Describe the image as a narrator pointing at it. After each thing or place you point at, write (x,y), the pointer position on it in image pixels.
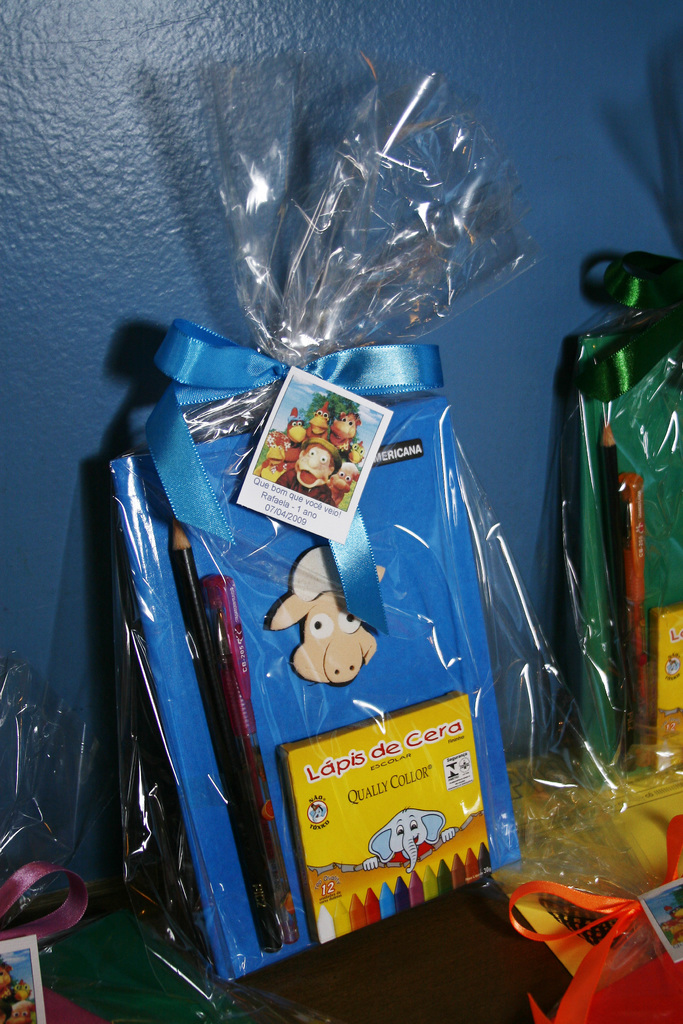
In this image, I can see the kind of gift packets (416,680) with books (398,597), pencil (194,605), pen (233,632) and crayons (419,815). This is a ribbon (358,381), which is blue in color. In the background (531,456), that looks like a wall (157,103). At the bottom of the image (602,907), I can see another ribbon (593,966).
